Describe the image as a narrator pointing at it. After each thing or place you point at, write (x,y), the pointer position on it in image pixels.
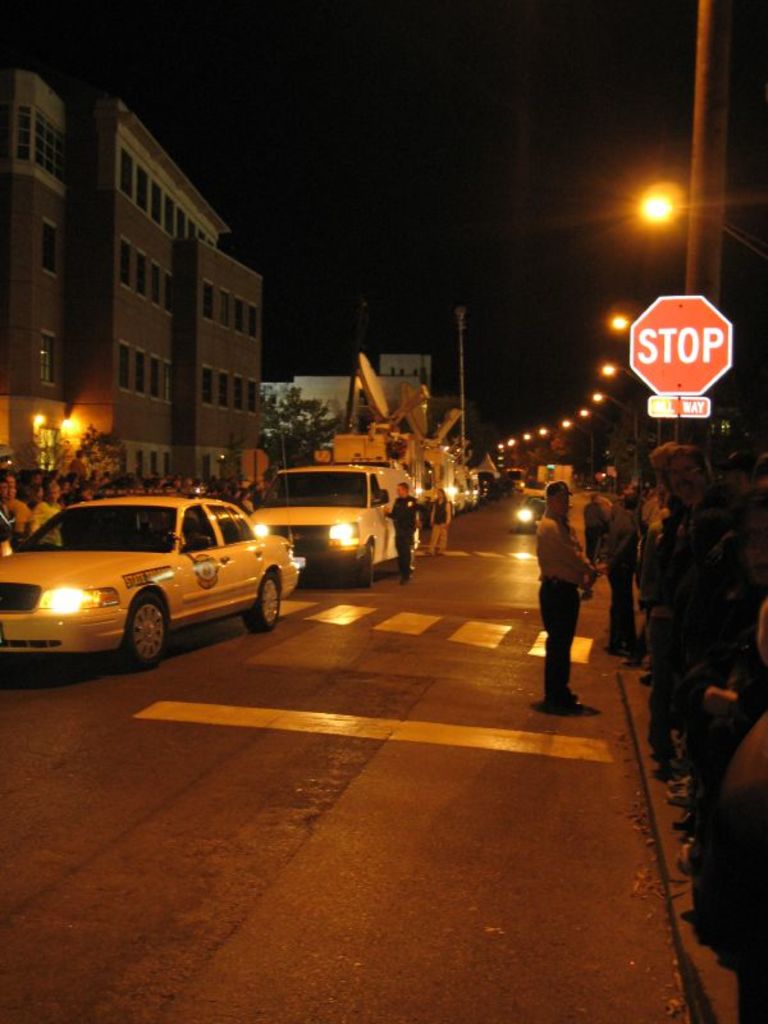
On the right side of the image (575,595) there are people (687,584) standing and we can see sign board (661,370) on pole (699,284). Here we can see vehicles (337,539) on the road (300,791). On the left side of the image (196,480) we can see people (15,485), buildings (20,385) and lights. In the background (313,393) we can see building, tree (281,406), lights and sky (465,287).
